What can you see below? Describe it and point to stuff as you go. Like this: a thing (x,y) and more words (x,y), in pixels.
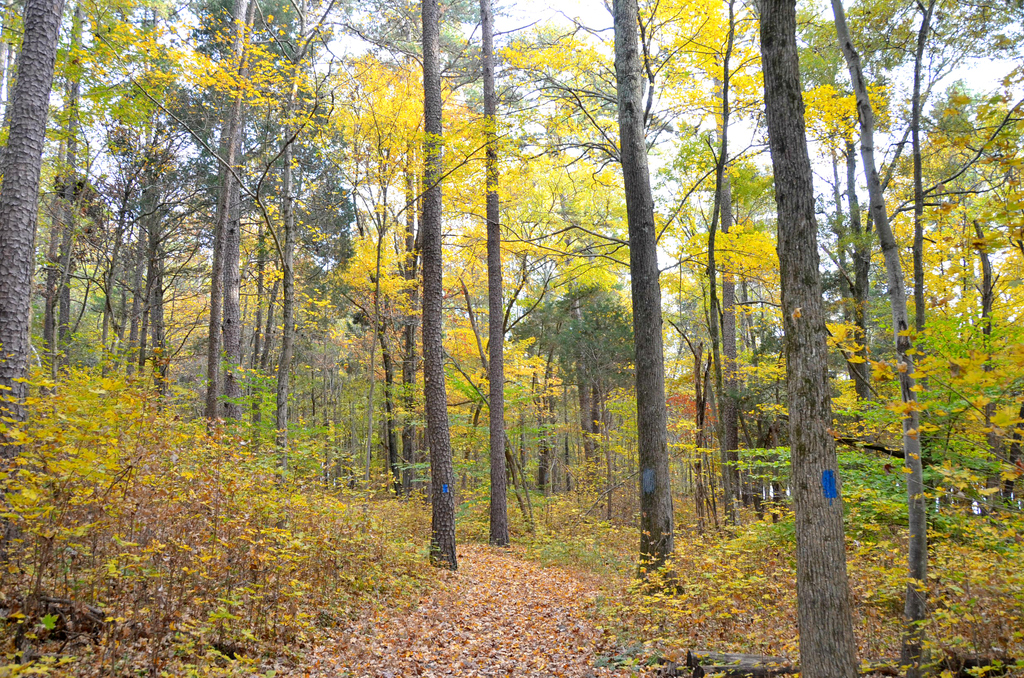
In this image we can see trees (973,189), plants (853,542) and dried leaves (491,589). Through the trees (808,273) sky (531,13) is visible.
